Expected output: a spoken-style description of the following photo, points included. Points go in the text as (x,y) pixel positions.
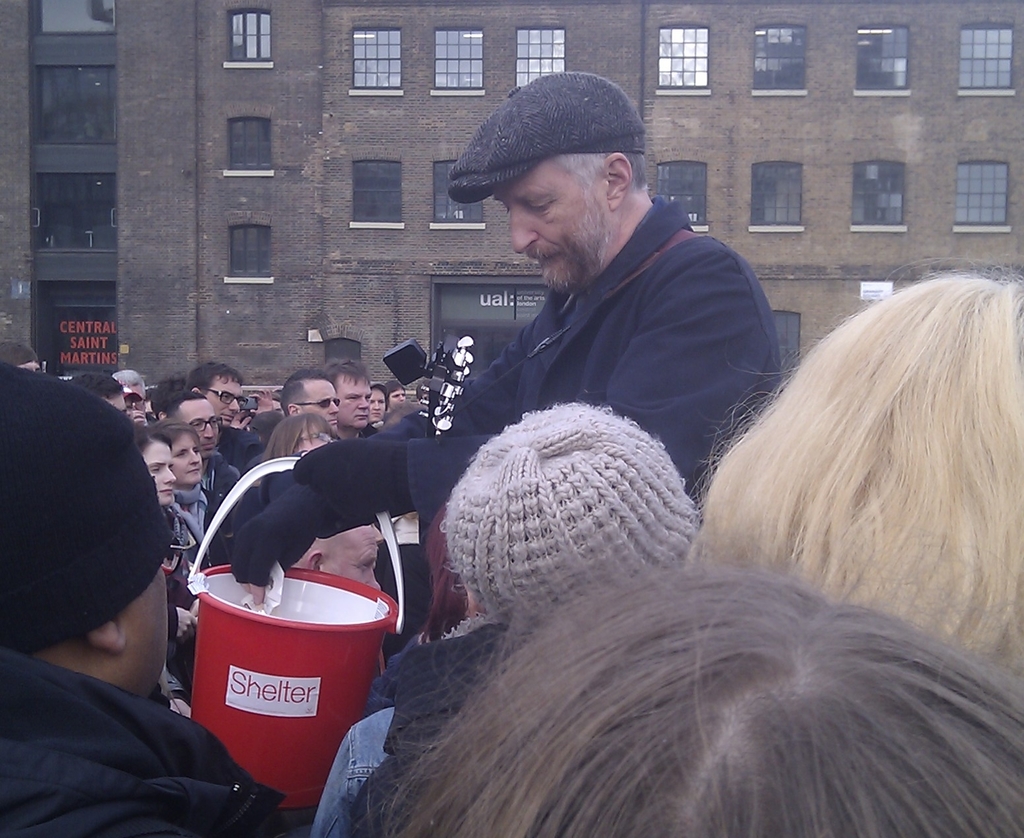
As we can see in the image there are group of people (568,422), bucket (254,629) and there is building (246,103).
